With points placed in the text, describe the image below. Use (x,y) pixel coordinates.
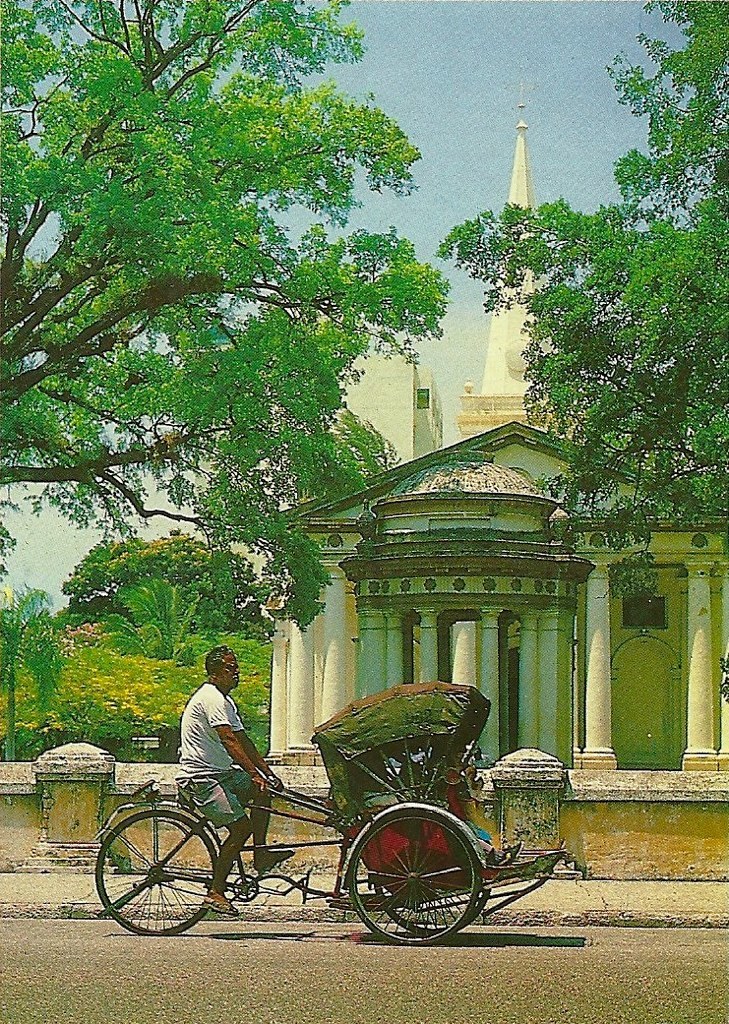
In this image I can see a person (217,886) riding a bicycle (287,889). To the side of him there is a building (446,597) and trees (223,448). In the back (443,101) there is a sky (491,52).
